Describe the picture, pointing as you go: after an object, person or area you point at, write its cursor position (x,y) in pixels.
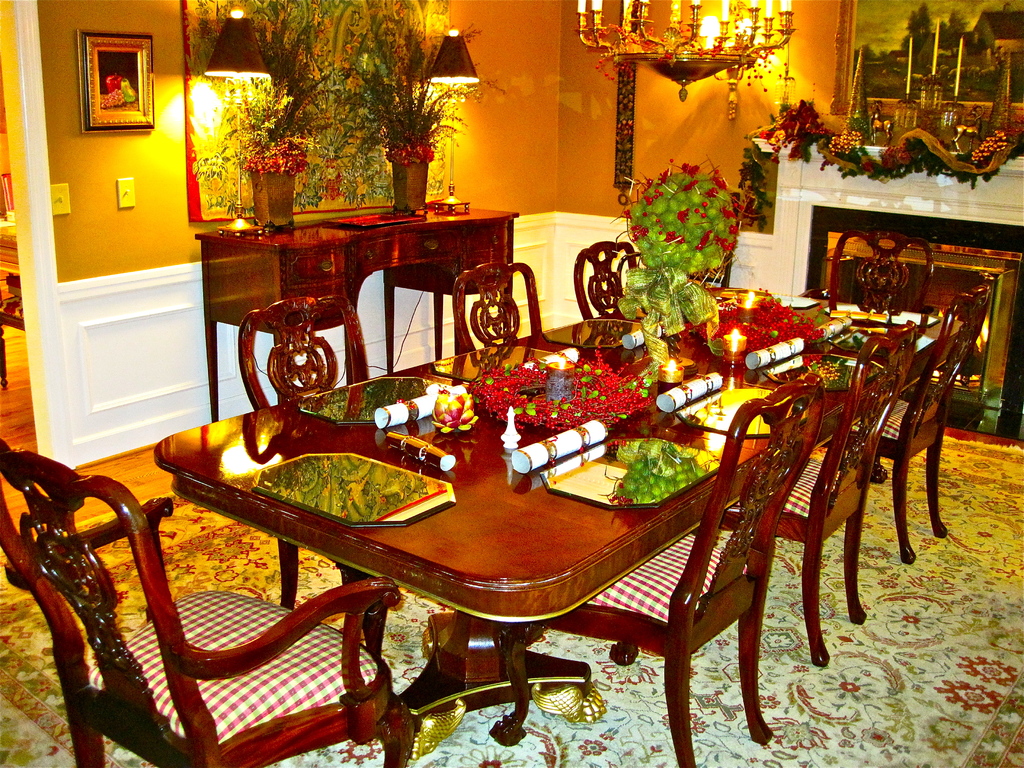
In this image, there is an inside view of a house (151,281). There is a table (504,502) and some chairs (731,487) in the middle of the image (591,285). There is a fireplace (921,287) on the right side of the image (800,257). There is a table (492,237) beside the wall (166,278) contains flower vases (416,162). There is chandelier (677,27) at the top of the image (686,17). There is a photo frame (112,90) in the top left of the image (82,130).
